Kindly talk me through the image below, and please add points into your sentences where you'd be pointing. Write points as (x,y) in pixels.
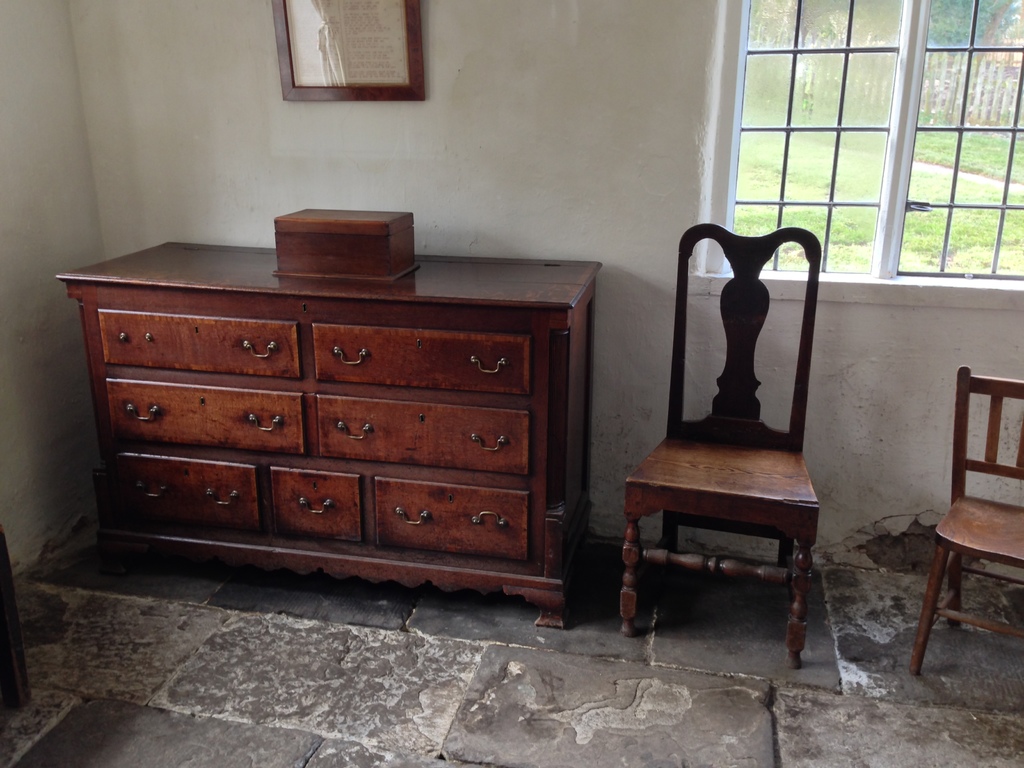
In this image there is a wooden table (314,376) with drawers (385,403), behind the wooden table (345,390) there is a photo frame (337,98) on the wall (440,232), beside the table (447,382) there are chairs (802,372), behind the chairs (762,287) there is a window (814,206), on the other side of the window (842,152) there is grass (824,171) on the surface (824,171) and there is a wooden fence (935,106).
